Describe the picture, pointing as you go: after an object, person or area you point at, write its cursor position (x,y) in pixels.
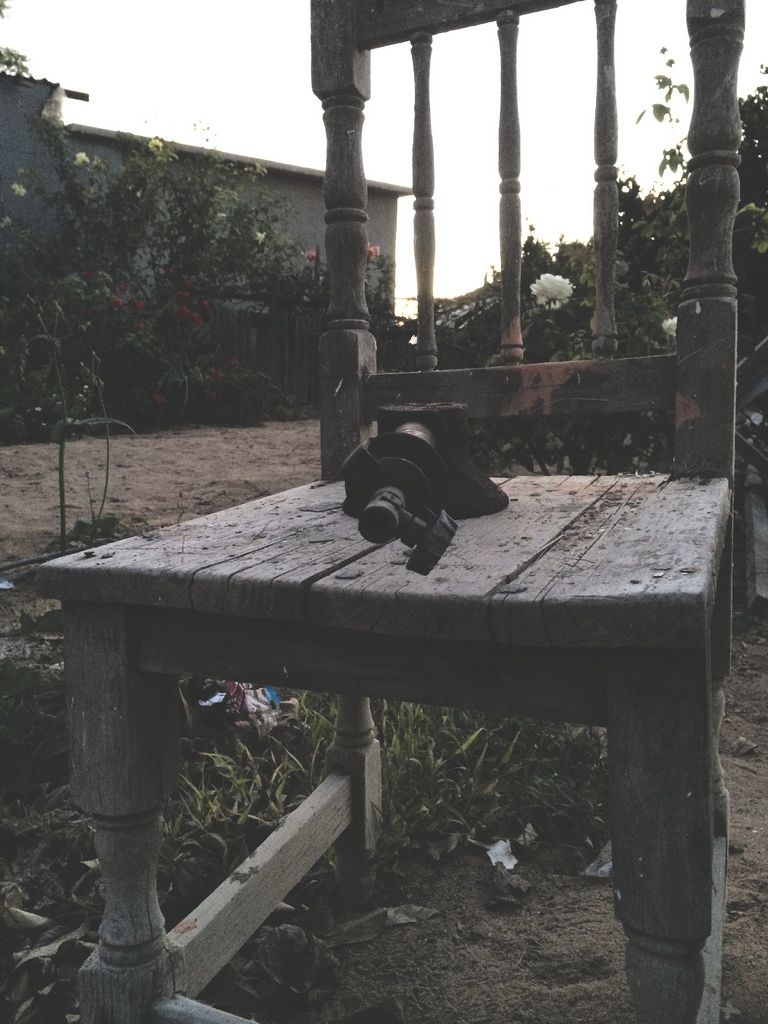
In image I can see a chair (710,190) on the chair (722,510) I can see metal tool (435,436) and I can see plants (532,256) visible in the middle (475,430) and I can see the sky (252,31) visible on the left side (167,69).
